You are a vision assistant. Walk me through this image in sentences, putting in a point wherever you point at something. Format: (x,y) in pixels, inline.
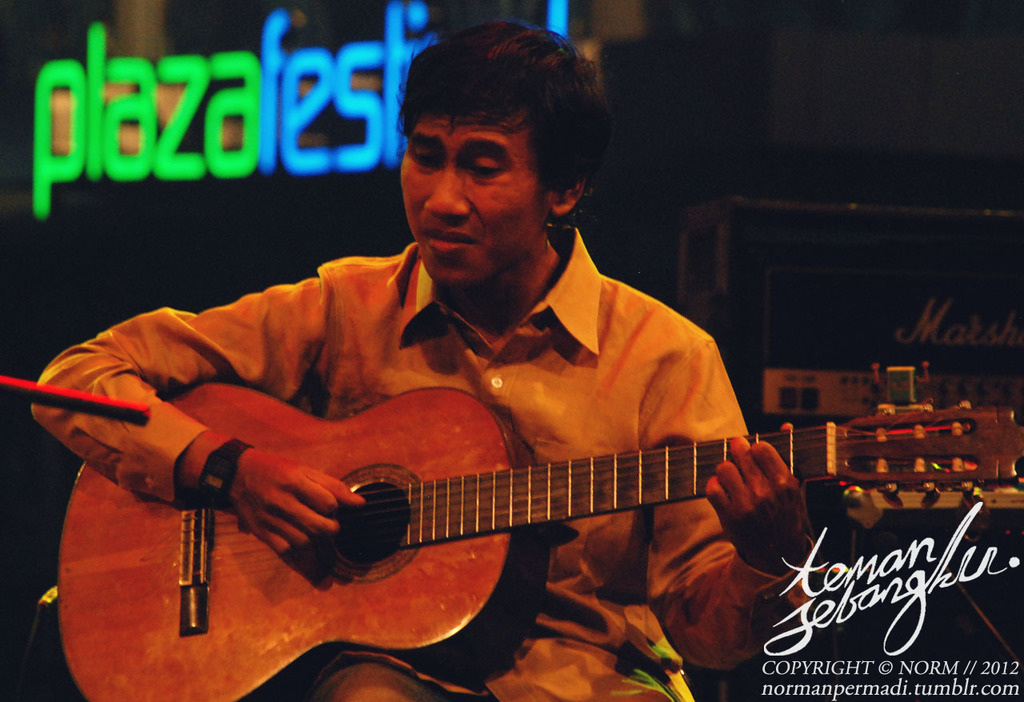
In this image, there is a person (525,342) sitting and playing a guitar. This person (557,346) wearing clothes (397,337) and watch (220,468).
